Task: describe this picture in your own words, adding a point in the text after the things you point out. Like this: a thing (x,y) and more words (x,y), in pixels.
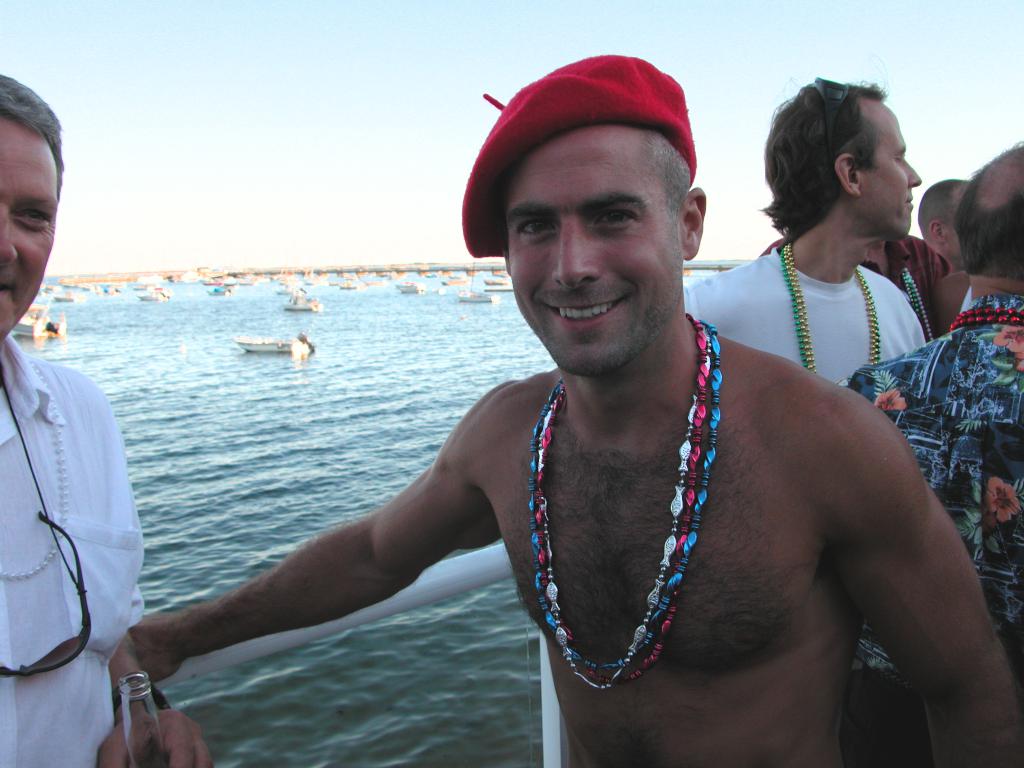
In this image we can see a man (590,233) wearing a red cap (605,123) and smiling and standing. On the left (50,472) there is a person (114,591) holding the bottle (148,697) and on the right (916,173) we can also see some other persons (948,296). In the background (440,316) we can see many boats (455,284) on the surface of the sea (341,389). Sky (813,19) is also visible.
